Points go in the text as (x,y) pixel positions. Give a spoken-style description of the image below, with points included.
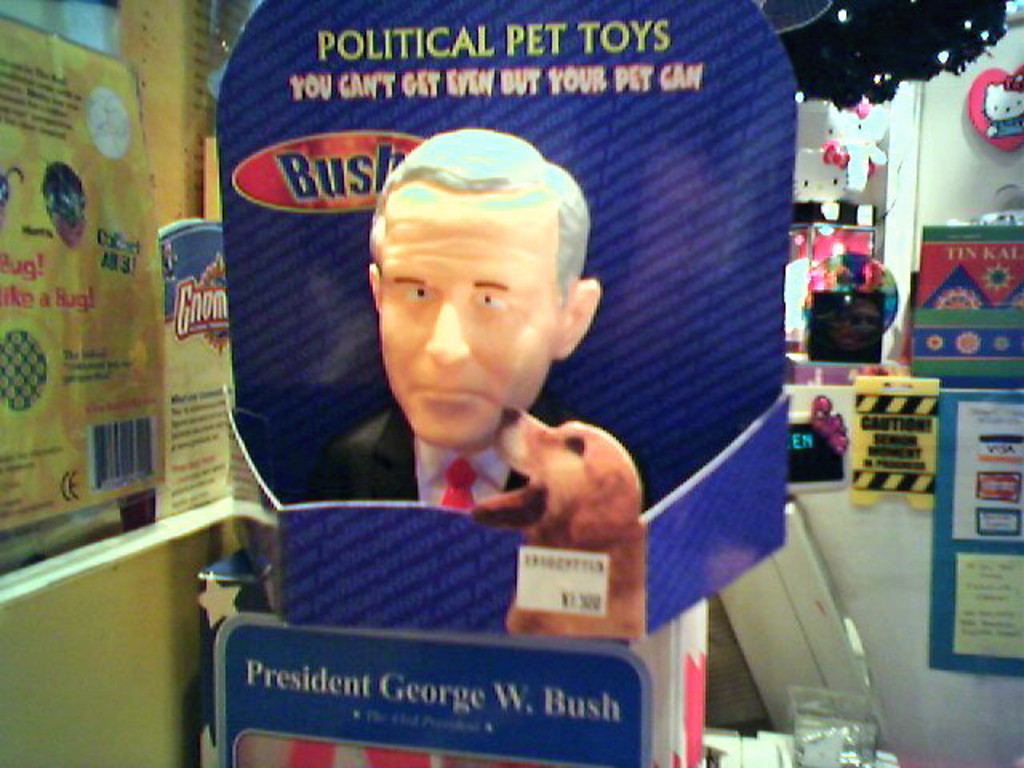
In this picture we can see board (705,283) on which we can see a person statue (500,331) and dog (584,473). On the left (110,159) we can see posters (6,247) and papers (142,133) attached on the wall (153,119). On the right (971,90) we can see balloons (987,81), banners (931,395), board (920,440) and other objects (937,309).
